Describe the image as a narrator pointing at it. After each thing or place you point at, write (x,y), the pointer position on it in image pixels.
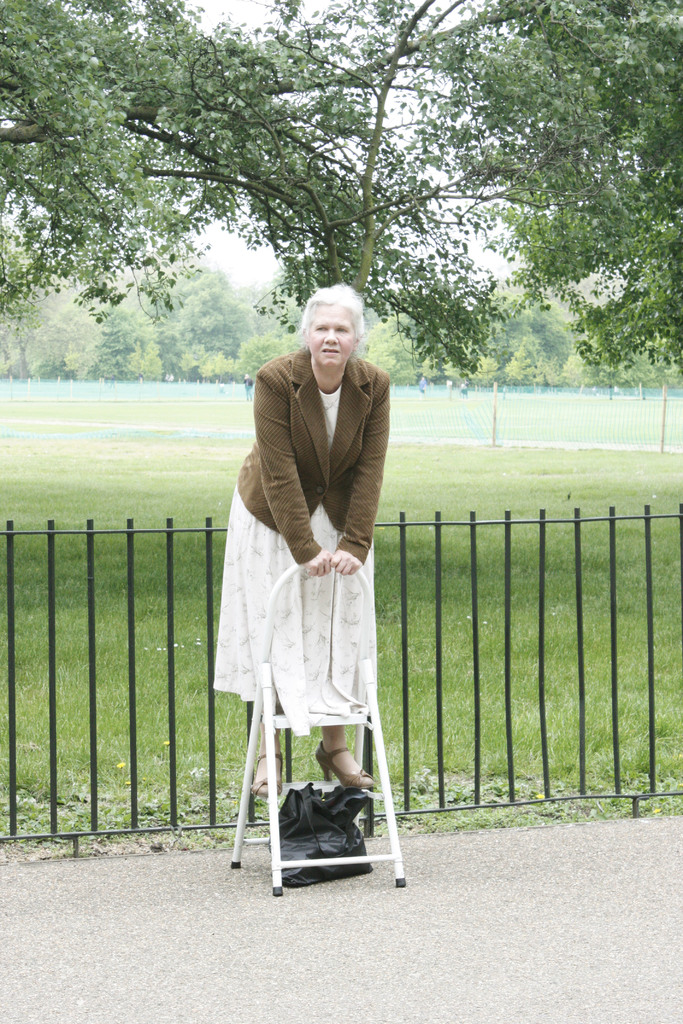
In the picture, the woman (322,621) in white dress (287,636) and brown blazer (305,478) is standing on the step ladder (344,721). Under the ladder (274,806), we see a black plastic bag (330,836). Behind her, we see a railing (135,808). Beside that, we see grass (178,468) and blue color net (45,382). At the bottom of the picture (349,879), we see the road (356,895). In the background (201,424), we see people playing on the ground (448,399). There are trees (497,362) in the background (586,385).
